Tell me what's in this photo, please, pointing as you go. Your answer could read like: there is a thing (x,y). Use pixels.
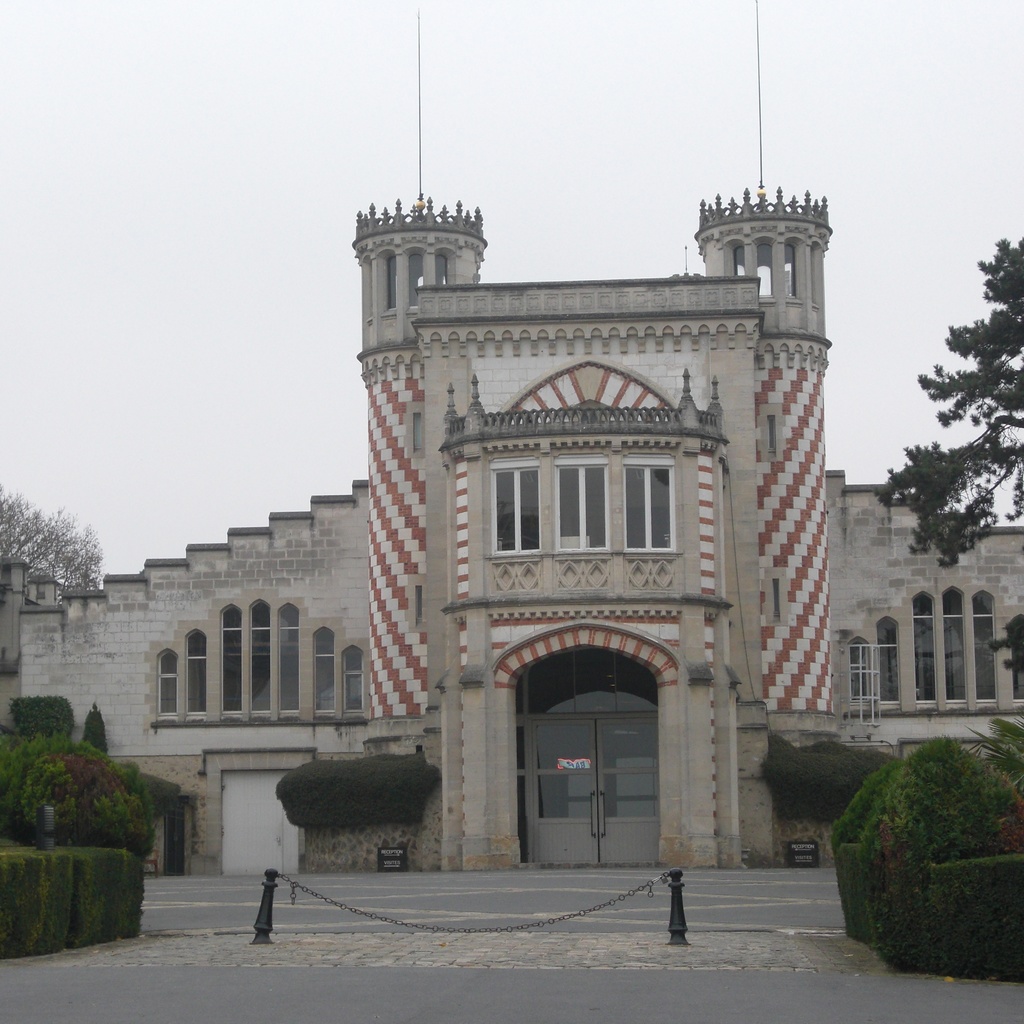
In the picture we can see a building (867,716) with a glass door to it and a glass windows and on the other sides of the building (117,582) we can see plants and beside the building (107,591) we can also see a part of a tree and behind the building (415,226) we can see a sky (579,209).
